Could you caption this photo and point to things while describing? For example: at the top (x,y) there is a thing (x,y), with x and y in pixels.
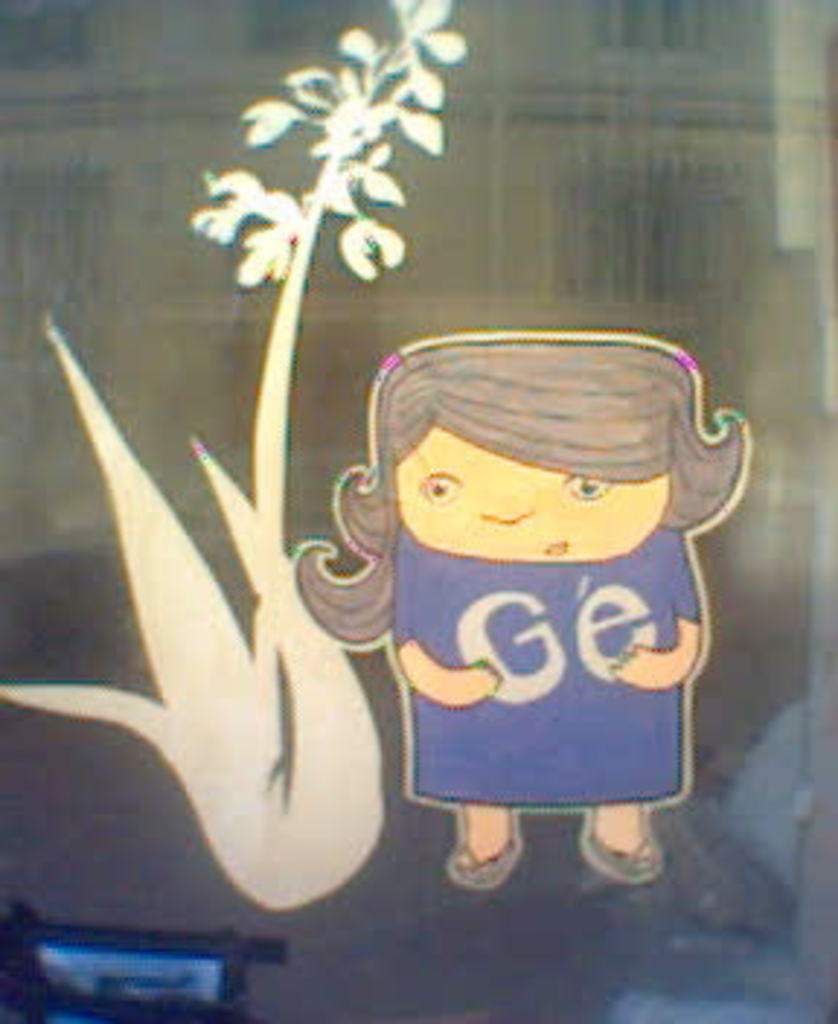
There is a sticker (574,633) of an animated image of a person (595,511) pasted near a sticker (306,861) of a plant (252,814) on the glass (736,805). In the background (781,364), there are other objects (706,169).
